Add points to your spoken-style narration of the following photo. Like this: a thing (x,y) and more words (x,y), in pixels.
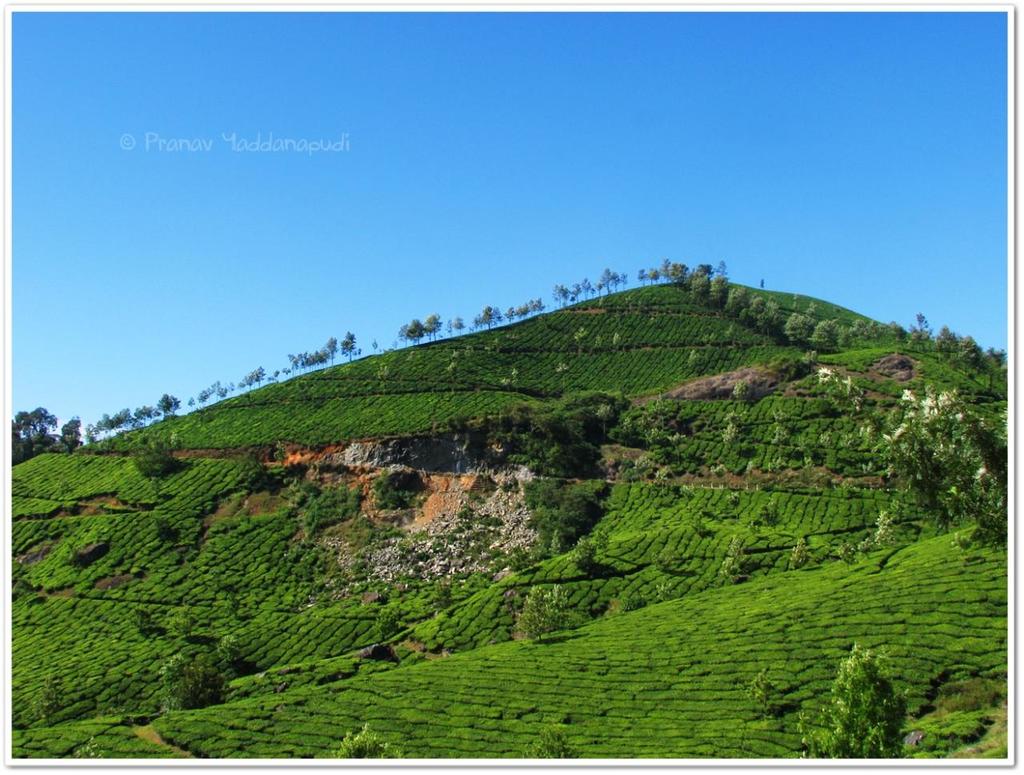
In the image there is a hill (730,348) with plants (552,501) and trees (559,488) all over it and above its sky (519,130).
